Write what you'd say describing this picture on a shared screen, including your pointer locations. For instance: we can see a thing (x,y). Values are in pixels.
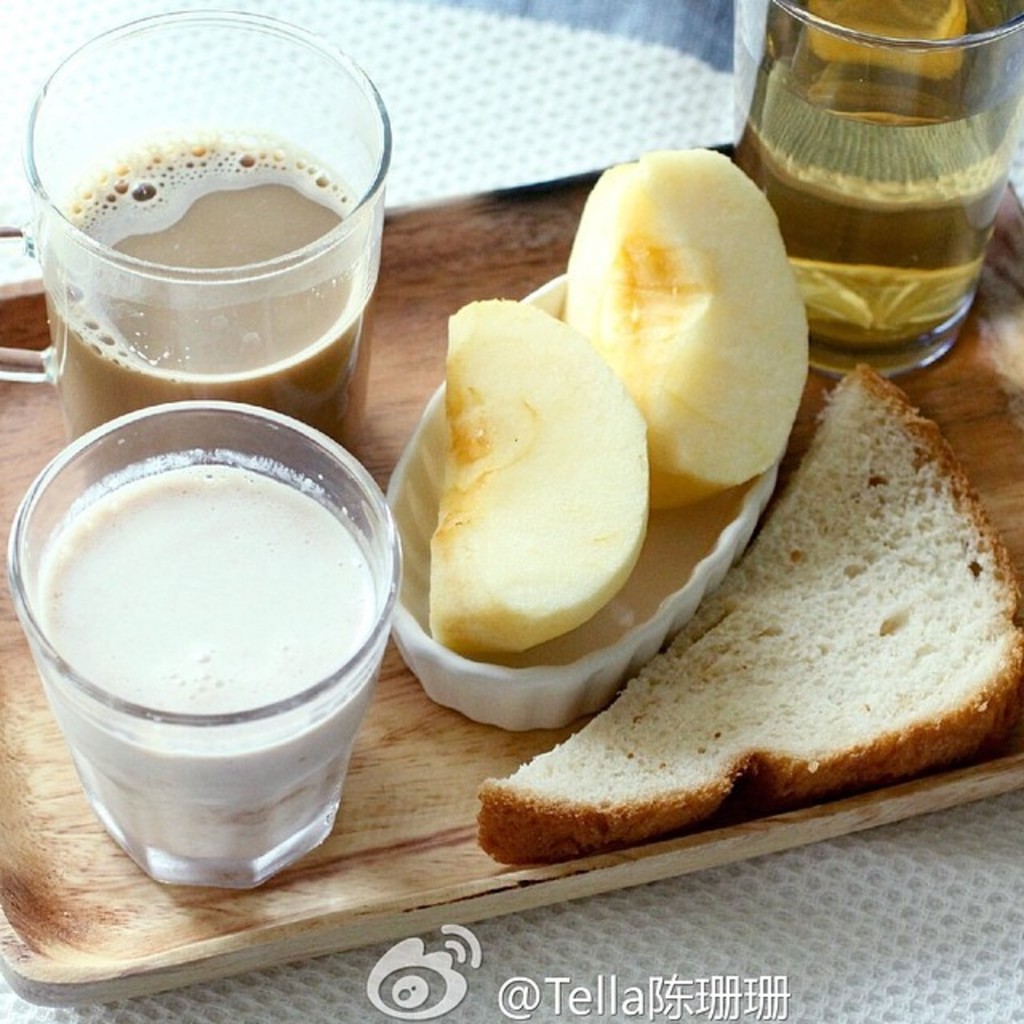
In a tray (1001,785) we can see a piece of bread (741,673), apple slices (568,497) and we can see drinks (808,233) in the glasses (815,249). At the bottom portion of the picture (505,1016) we can see water mark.
